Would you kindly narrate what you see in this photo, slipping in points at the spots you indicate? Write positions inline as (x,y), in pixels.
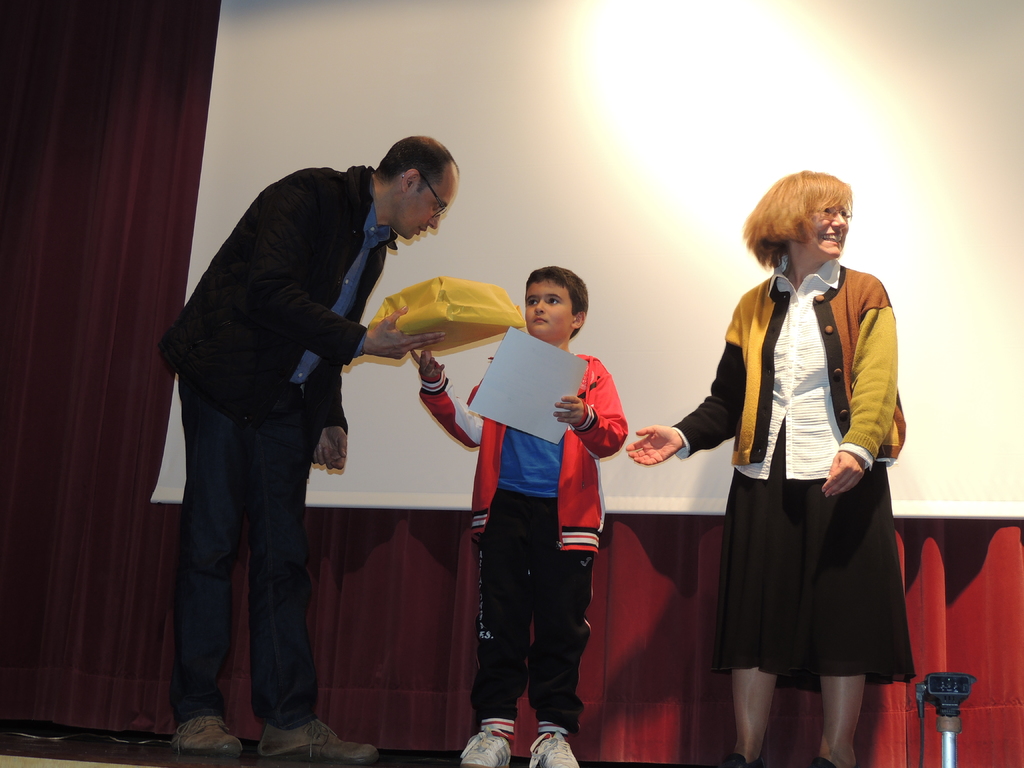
In this image there is a woman (786,539), man (334,463) and a boy (523,526) standing on a stage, a boy (534,512) holding a paper (521,396) in his hand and a man (372,351) holding a box (387,308) in his hand (377,347), in the background (68,344) there is a red curtain (166,610) and a white cloth (977,402).
